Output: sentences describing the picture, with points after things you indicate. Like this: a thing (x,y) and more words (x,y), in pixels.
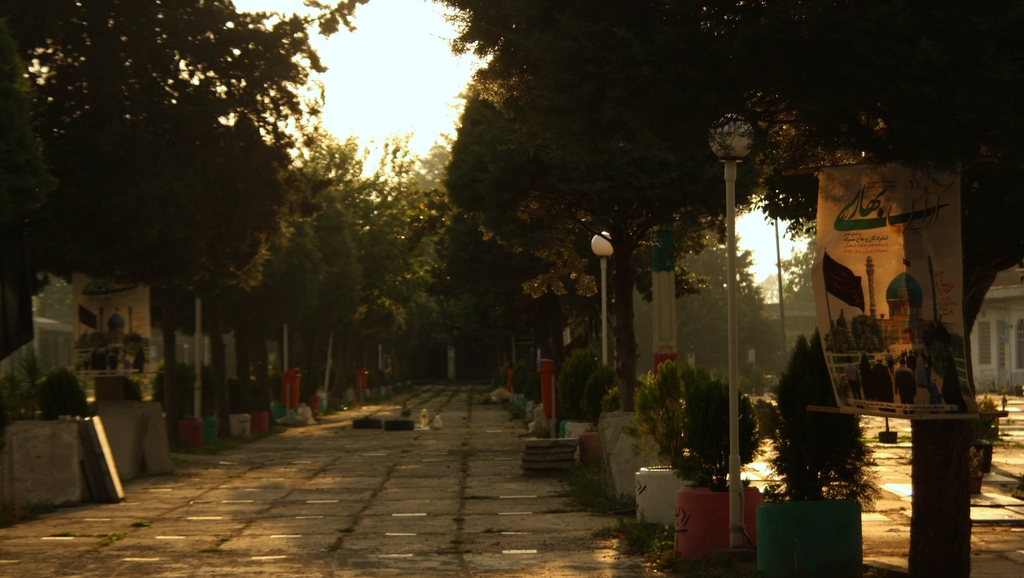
In this image I can see there are trees (544,233) on either side, on the right side (848,256) there is a banner (922,307) on this tree (1000,217). At the top (389,59) it is the sky (378,70).
